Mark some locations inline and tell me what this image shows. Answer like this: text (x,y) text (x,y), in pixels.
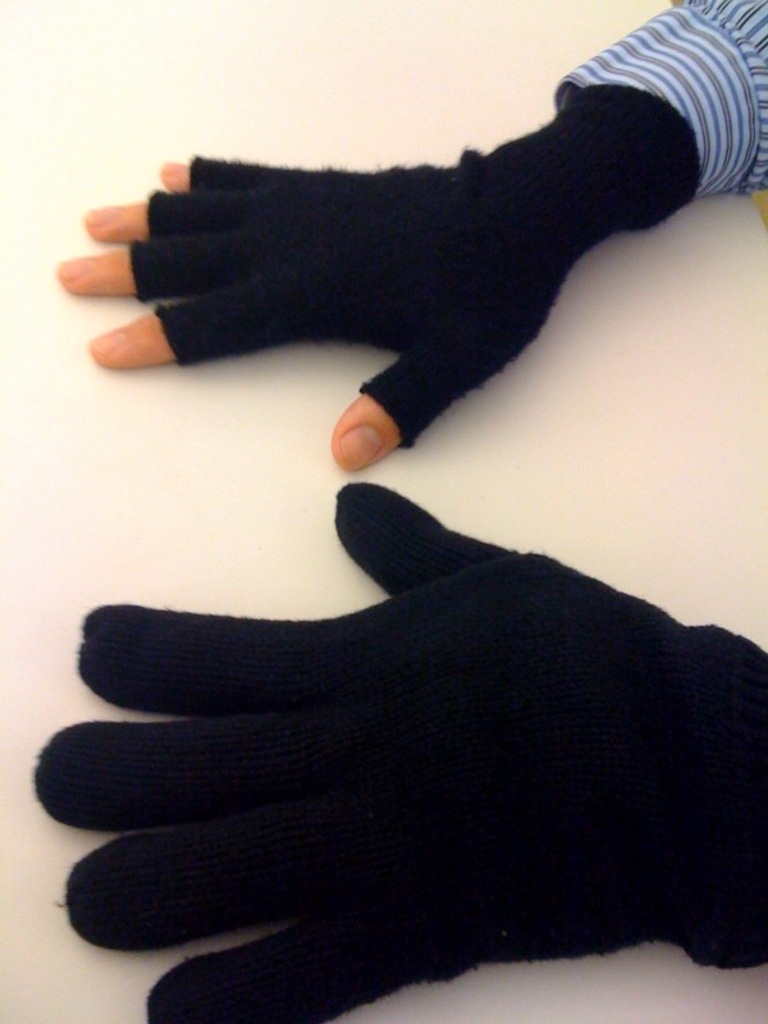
In this image there are two hands (356,527) with glove (307,313). This is a half cut glove (258,292). In the top right (661,59) we can see cuff (721,72) of a shirt (723,108).
